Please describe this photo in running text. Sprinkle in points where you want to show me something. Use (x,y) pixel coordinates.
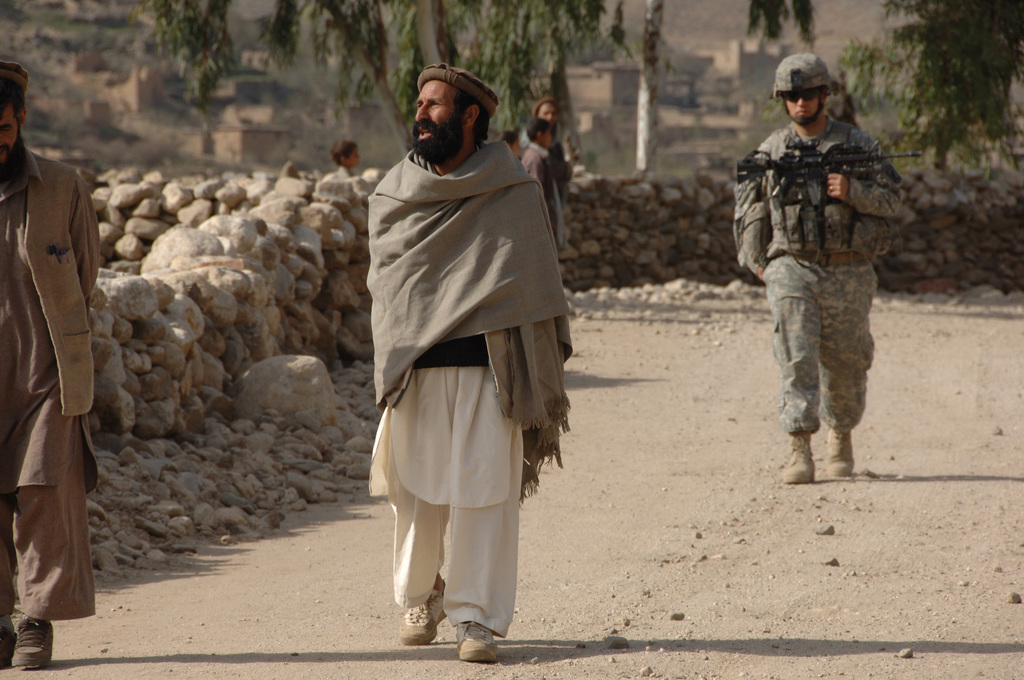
In this image we can see there are few people (546,330) are walking on the road (635,386), beside the road (614,566) there are some rocks (252,314). In the background (399,37) there are some trees (189,68) and buildings (141,84).
